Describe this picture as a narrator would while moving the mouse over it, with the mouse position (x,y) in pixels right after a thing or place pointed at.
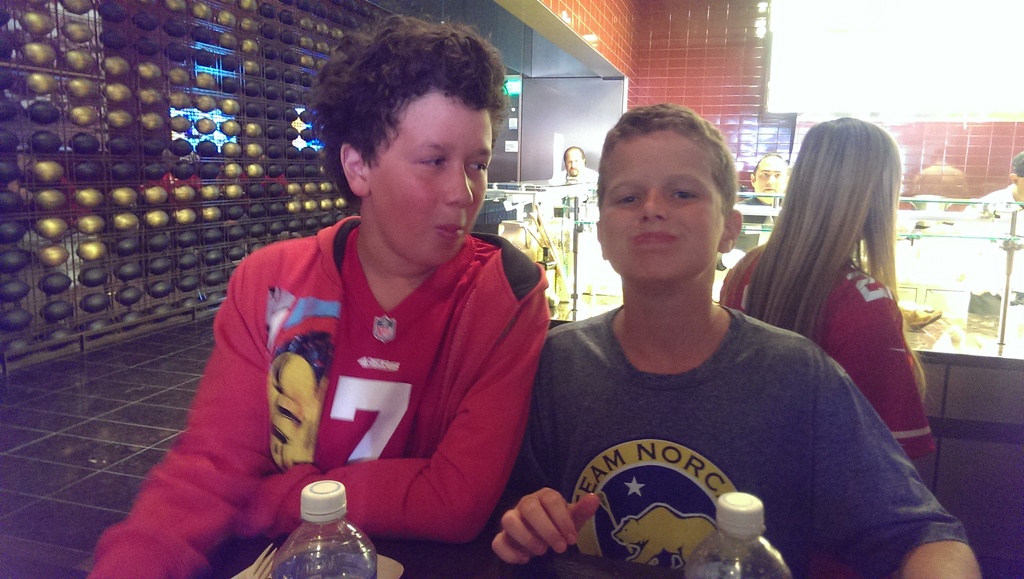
In the image we can see there are people (230,284) who are sitting on chair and in front of them there are water bottle (769,575) on the table (219,578).
